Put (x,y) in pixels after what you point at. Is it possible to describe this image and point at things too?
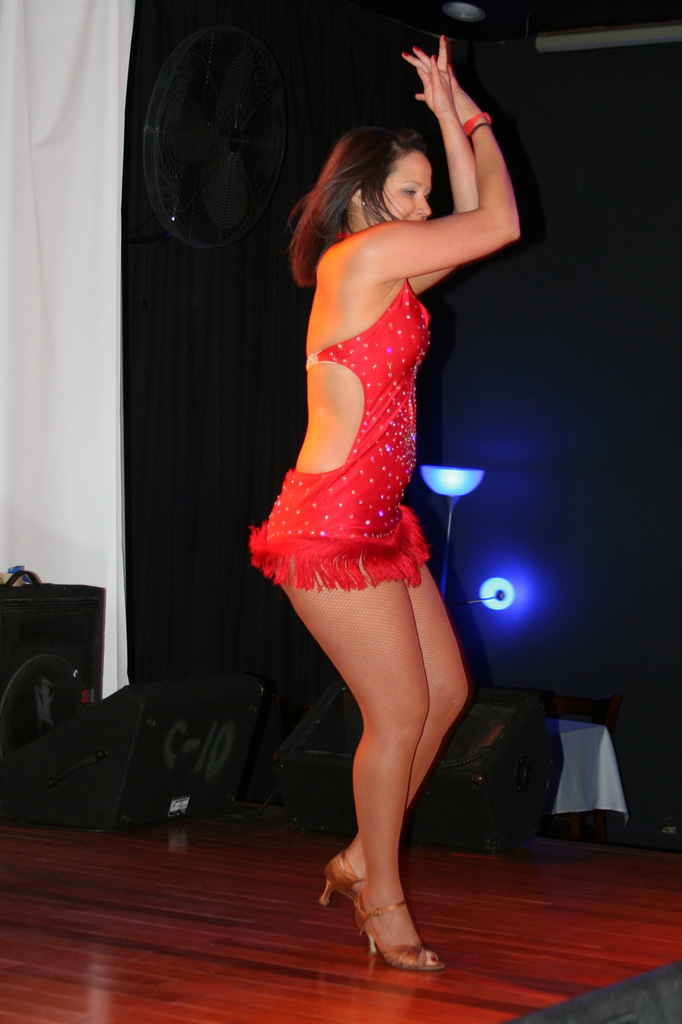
In this picture we can see a woman (344,474) on the floor (480,999). In the background (251,798) we can see clothes (263,463), lights (463,485) and some objects (456,742).
